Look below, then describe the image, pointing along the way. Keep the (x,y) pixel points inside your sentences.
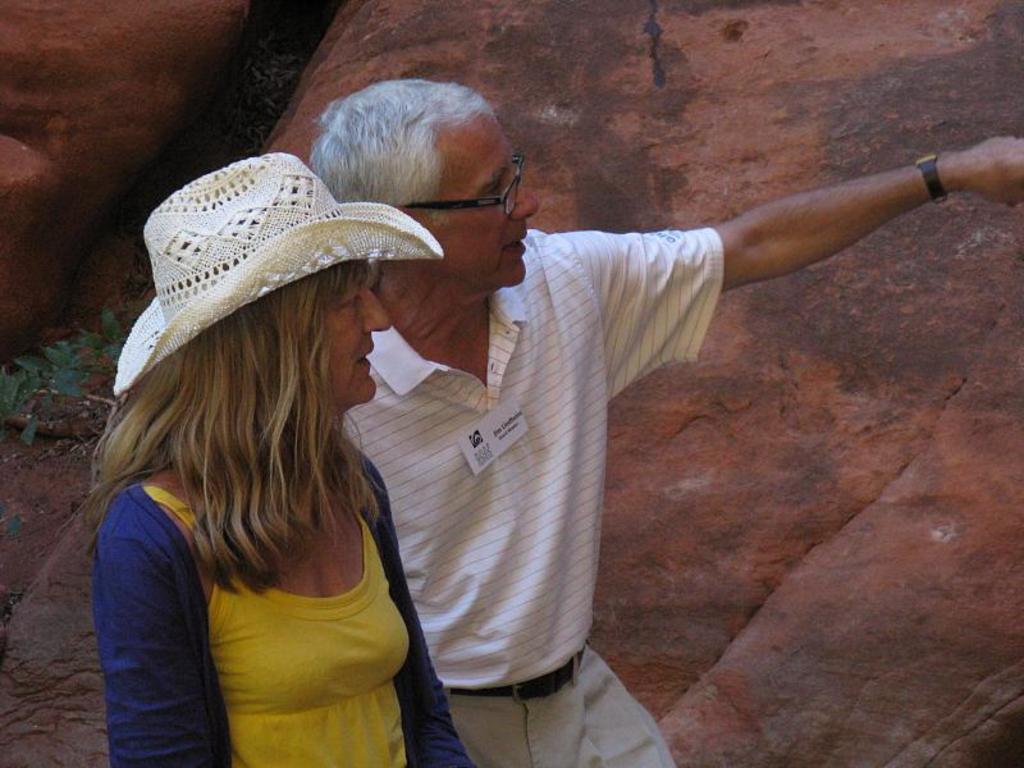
In this picture I can see two people (337,359) on the left side (220,373). I can see the rock (536,10) in the background (575,196).
